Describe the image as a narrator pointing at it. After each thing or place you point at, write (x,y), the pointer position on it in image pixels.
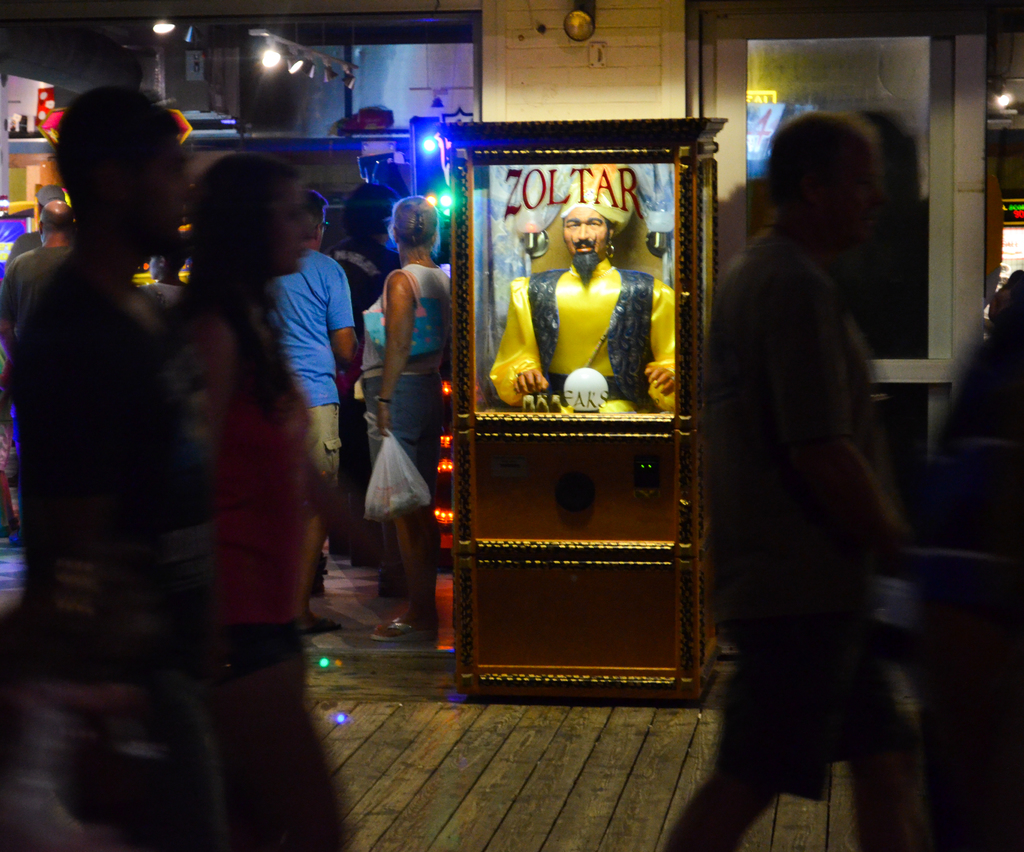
In this image, we can see a group of people (63,784). Few are standing and walking. Here a woman (397,416) is wearing a bag (412,350) and holding a carry bag (403,466). In the middle of the image (655,477), we can see a box (477,447). Here there is a glass (571,348). Through the glass (600,333) we can see a human statue (571,340). In the background (923,148) we can see lights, glass doors (910,82) and few objects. At the bottom of the image (566,813), we can see a wooden surface (518,819).
